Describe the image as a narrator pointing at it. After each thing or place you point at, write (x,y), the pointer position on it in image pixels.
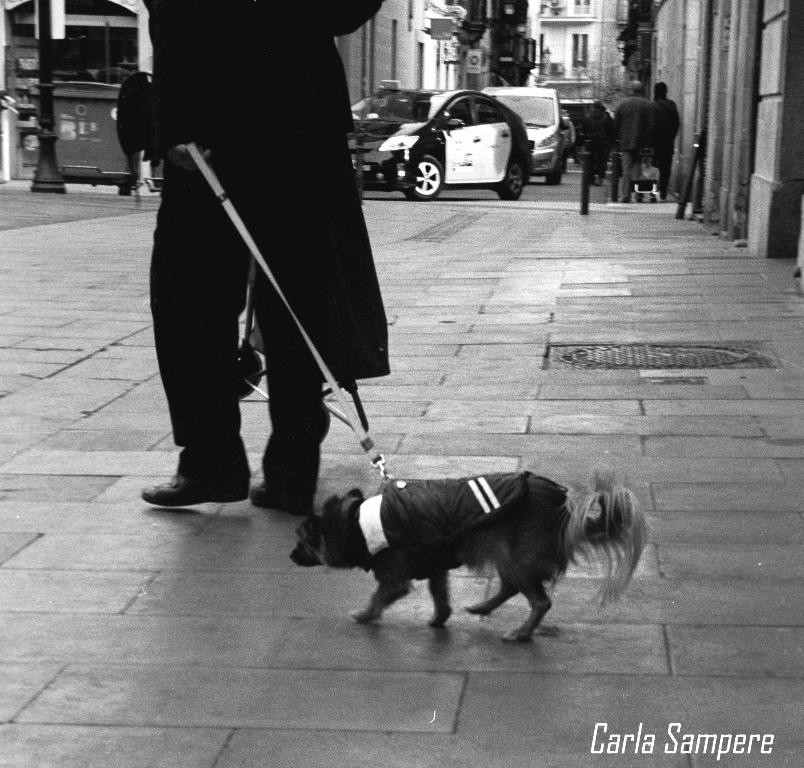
A man (194,117) is walking along with a dog (402,491).
